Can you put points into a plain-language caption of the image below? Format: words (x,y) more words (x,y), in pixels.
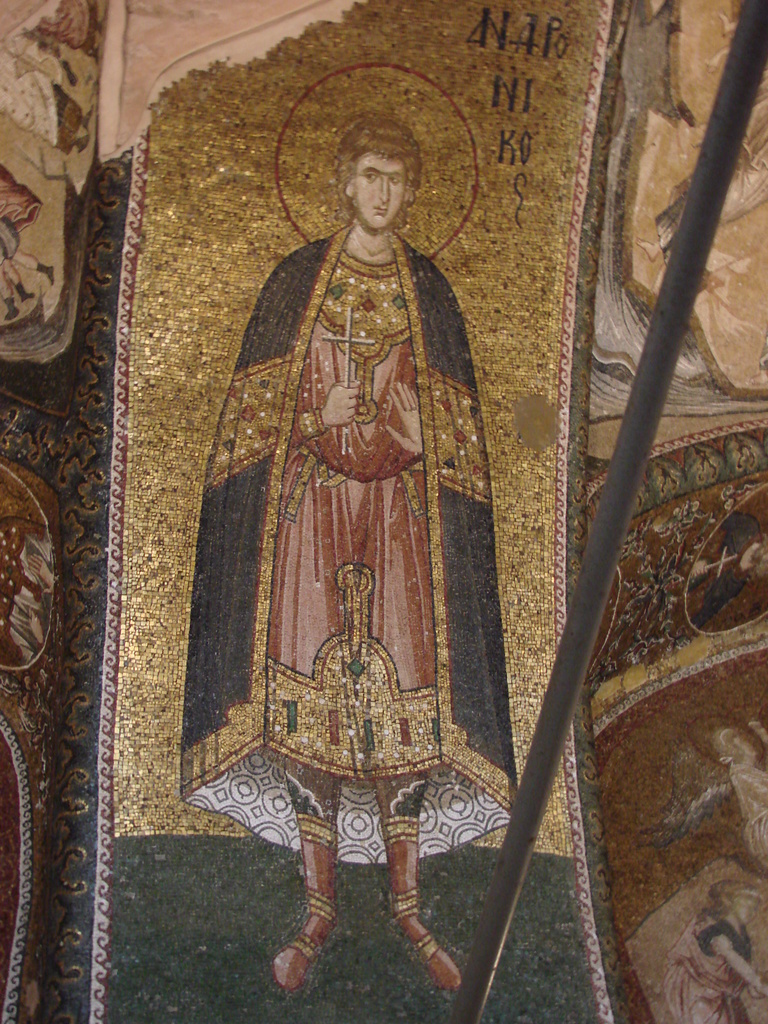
There is a picture (349,565) of a person (391,576) on an object (287,407) and there are some other objects (725,465) beside it.
